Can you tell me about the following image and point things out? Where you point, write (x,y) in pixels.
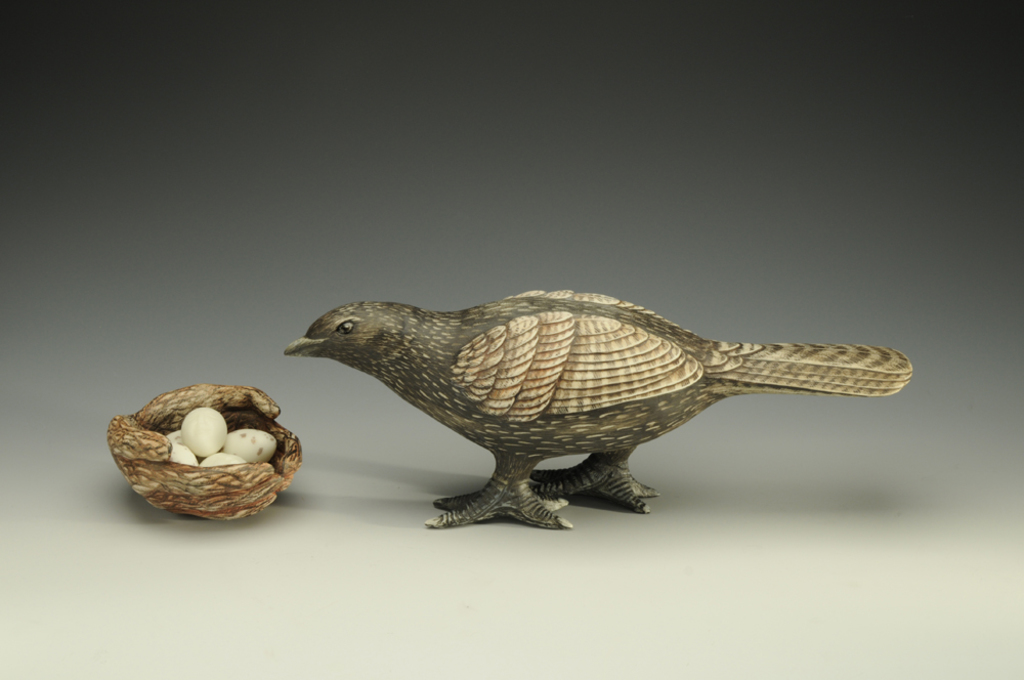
There is a toy (506,342) of a bird (540,403). Near to that there is a nest (208,476) with eggs (203,444).
